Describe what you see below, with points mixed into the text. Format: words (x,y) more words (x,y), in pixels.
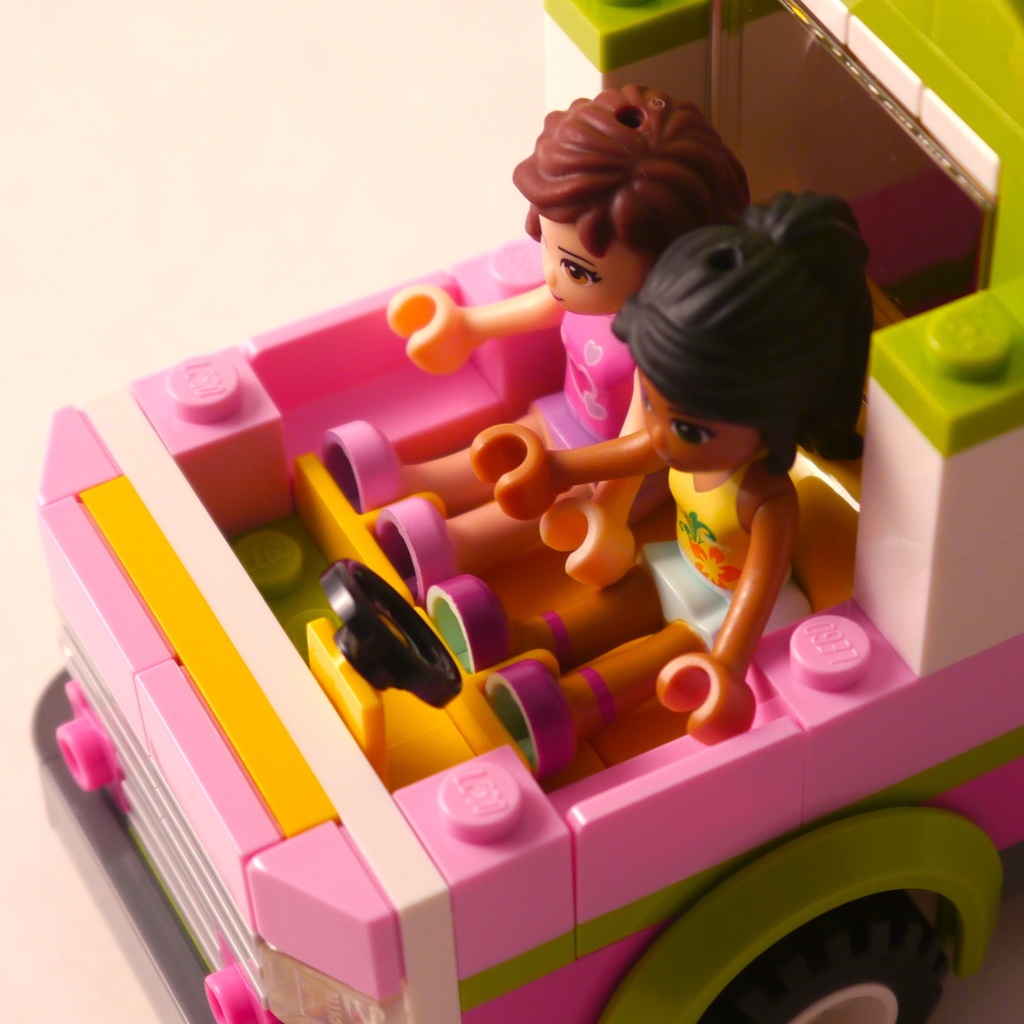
In this picture there is a toy car (387,718) in the center (517,536) and inside the car (335,616) there are two dolls (606,409).
